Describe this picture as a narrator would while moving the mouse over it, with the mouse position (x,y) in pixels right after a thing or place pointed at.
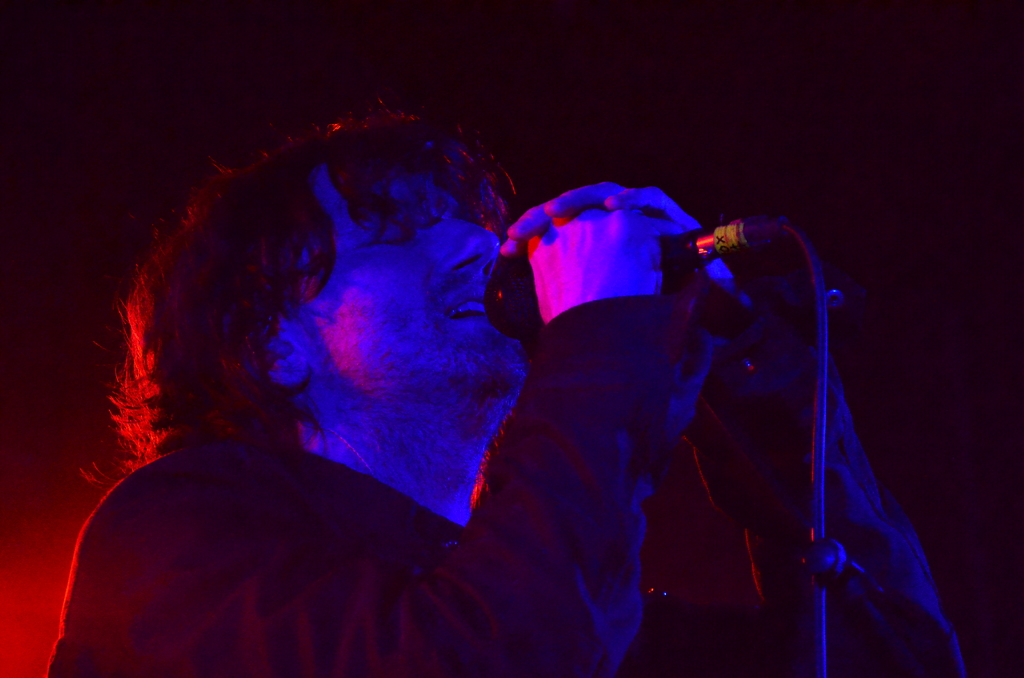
In this picture we can see a man (431,352) holding a mic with his hands (600,233) and in the background (535,115) it is dark.
